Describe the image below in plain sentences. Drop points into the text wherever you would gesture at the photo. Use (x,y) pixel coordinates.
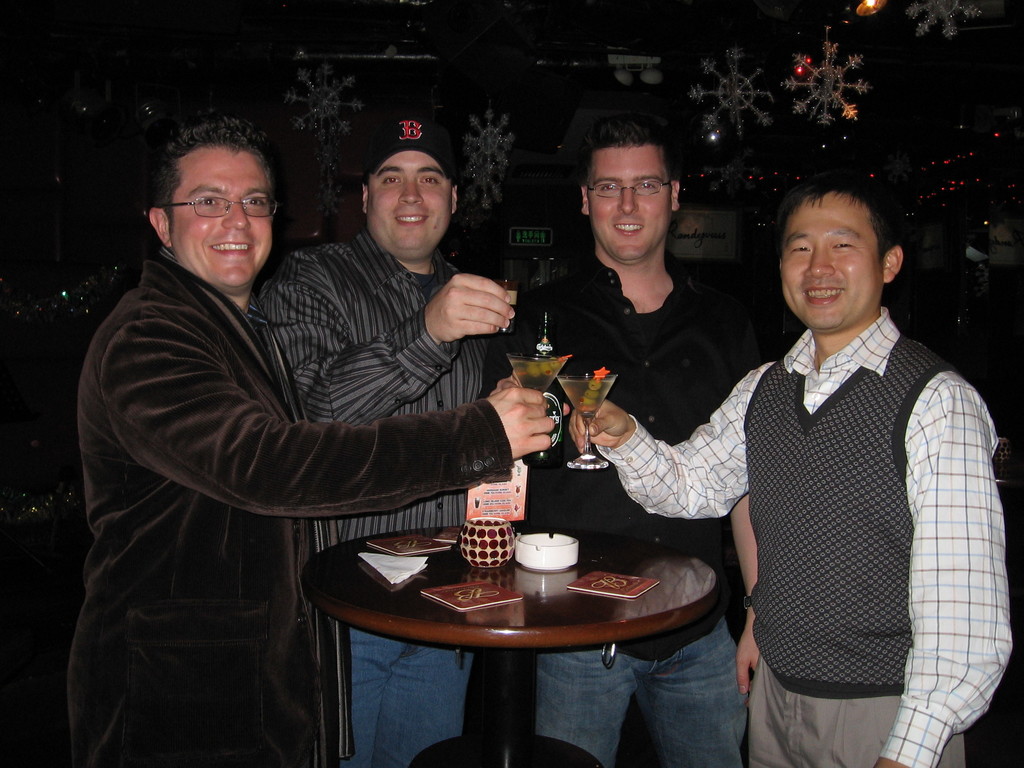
In this picture there are four men (427,346) standing here and they are holding a glasses (547,378) in front of them there is a table (532,682) on the table (536,649) we can see one candle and some cards (605,583) back side there is some decorative items (730,86) and one light (871,12) the top of the screen.
